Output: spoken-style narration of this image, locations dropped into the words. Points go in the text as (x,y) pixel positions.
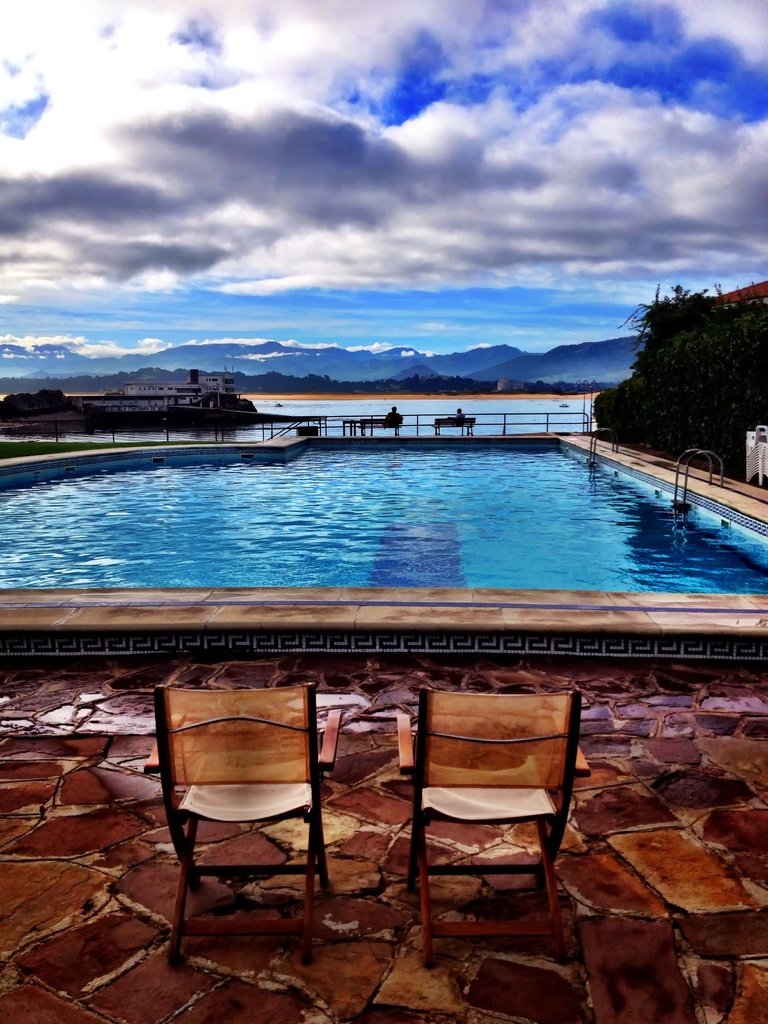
In this image in the front (365,726) there are empty chairs (281,793) in the center (315,522) there is a water (414,528) and in the background (739,385) there are trees (724,385) and there are persons (396,423) sitting on bench (440,426) and there are mountains (293,349) and the sky (343,87) is cloudy.
